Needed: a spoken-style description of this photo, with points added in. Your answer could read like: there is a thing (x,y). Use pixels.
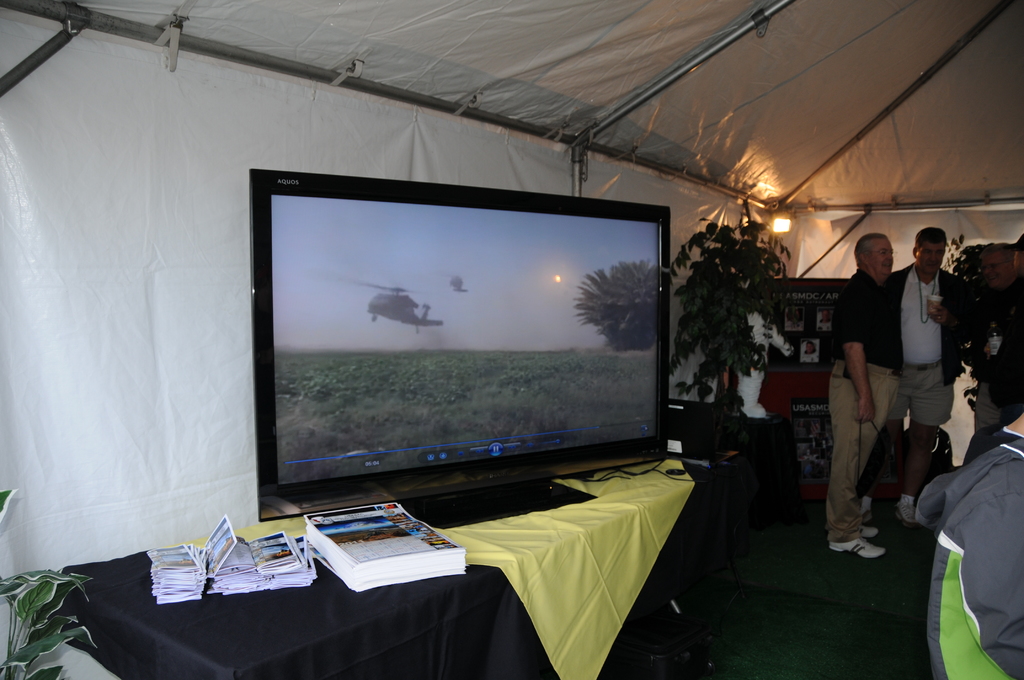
The image is taken inside the tent (805,230). In the center of the image (466,330) we can see a table (552,554) and there is a television (461,313), books (416,527) and papers (196,573) placed on the table (379,655). On the right (833,531) there are people (844,505) standing. We can see a plant (767,264). At the top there is a light (775,227).
